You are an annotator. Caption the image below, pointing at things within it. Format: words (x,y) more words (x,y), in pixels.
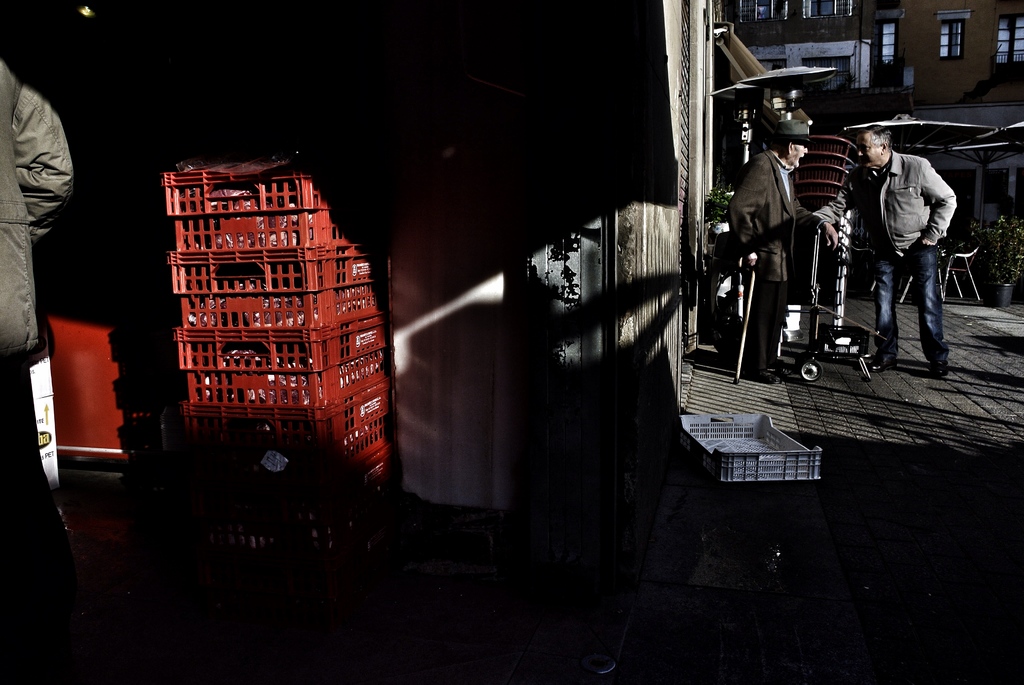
There is a store (630,313) and many baskets (226,457) are kept one upon another and on the right side (763,293) two people (778,289) were standing and talking to each other, behind them there is a huge building (956,177) in front of the building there are small plants (996,260) and on the left side (21,113) beside the baskets (214,401) there is another person (36,483), he is standing in the dark place (163,113).
